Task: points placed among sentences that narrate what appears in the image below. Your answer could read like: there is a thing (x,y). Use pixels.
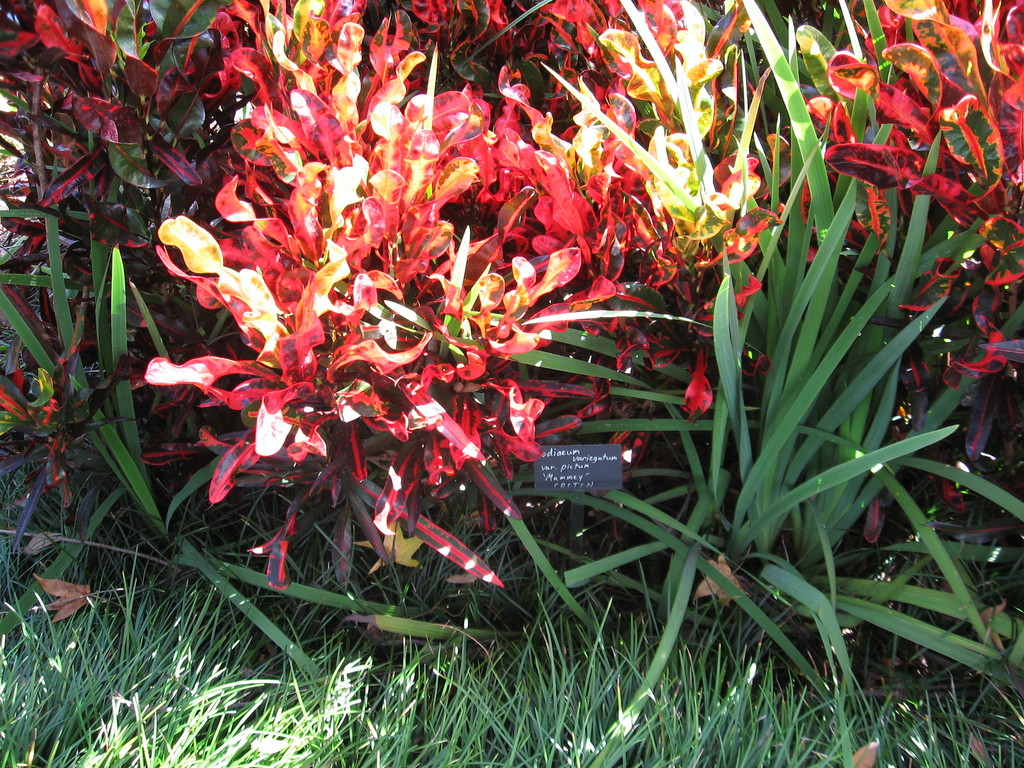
There are flower plants (459,166) and grass (415,585) in the image.
